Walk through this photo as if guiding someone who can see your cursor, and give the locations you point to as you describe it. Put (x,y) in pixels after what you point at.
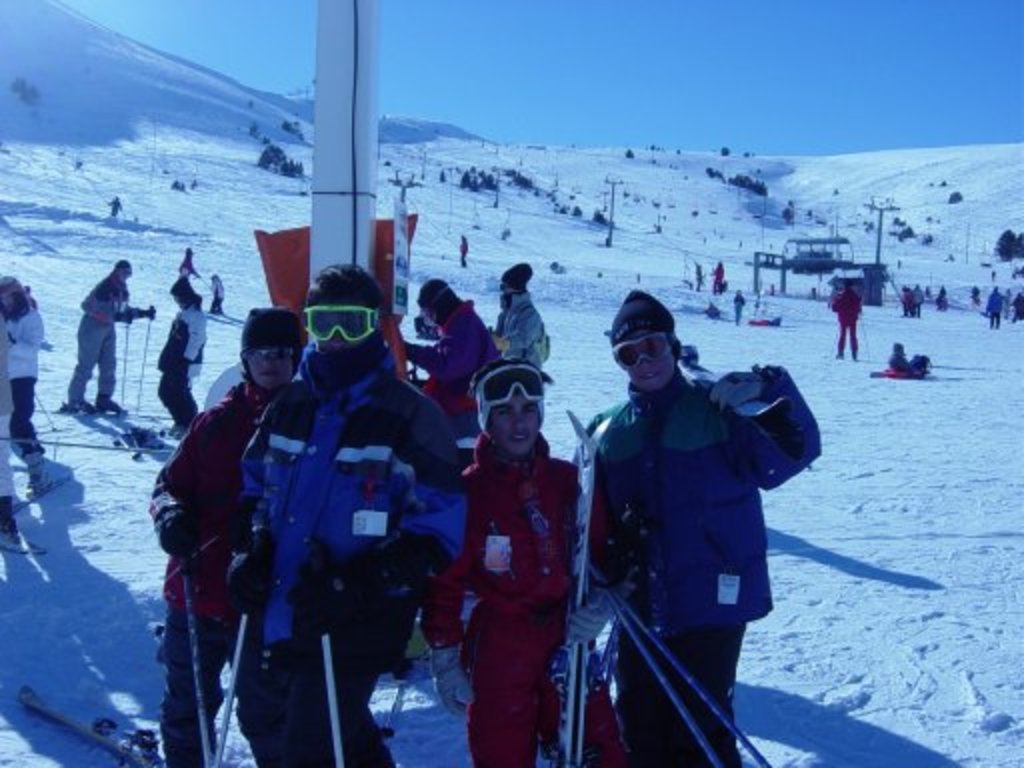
In this picture there is a man (340,400) who is wearing goggles (348,317), jacket (338,431), gloves (325,575) and he is holding the sticks (333,698). Here we can see group of person (662,475) standing near to the pole (336,246). In the background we can see poles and wires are connected to it. Here we can see trees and plants (281,175) on the mountain (126,124). Here we can see snow (896,514). On the right (926,358) there is a man (901,358) who is sitting on the sled (888,373). Here we can see a woman (29,350) who is standing on the snow (58,465). At the top (746,47) there is a sky (744,39).
